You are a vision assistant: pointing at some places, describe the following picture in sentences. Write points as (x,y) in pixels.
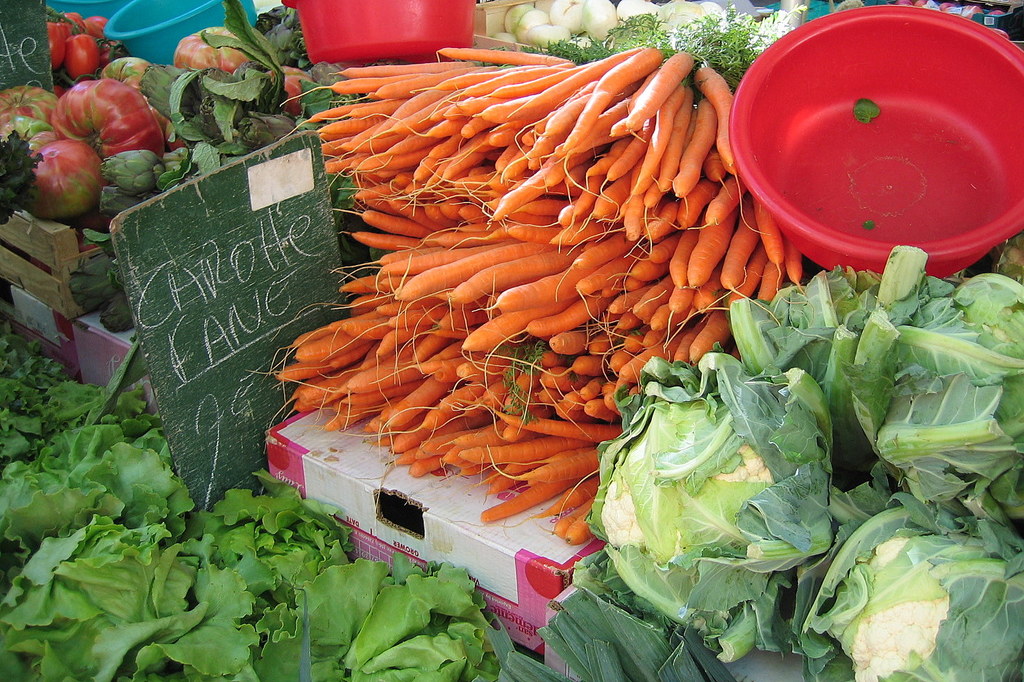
In this picture there are carrots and cauliflower (965,354) and leafy vegetables (32,483) and other vegetables (76,200) and onions (540,38) and there are baskets (330,9) and cardboard boxes (495,502) and there are boards (276,330) and there is text (207,341) on the boards (219,347).
